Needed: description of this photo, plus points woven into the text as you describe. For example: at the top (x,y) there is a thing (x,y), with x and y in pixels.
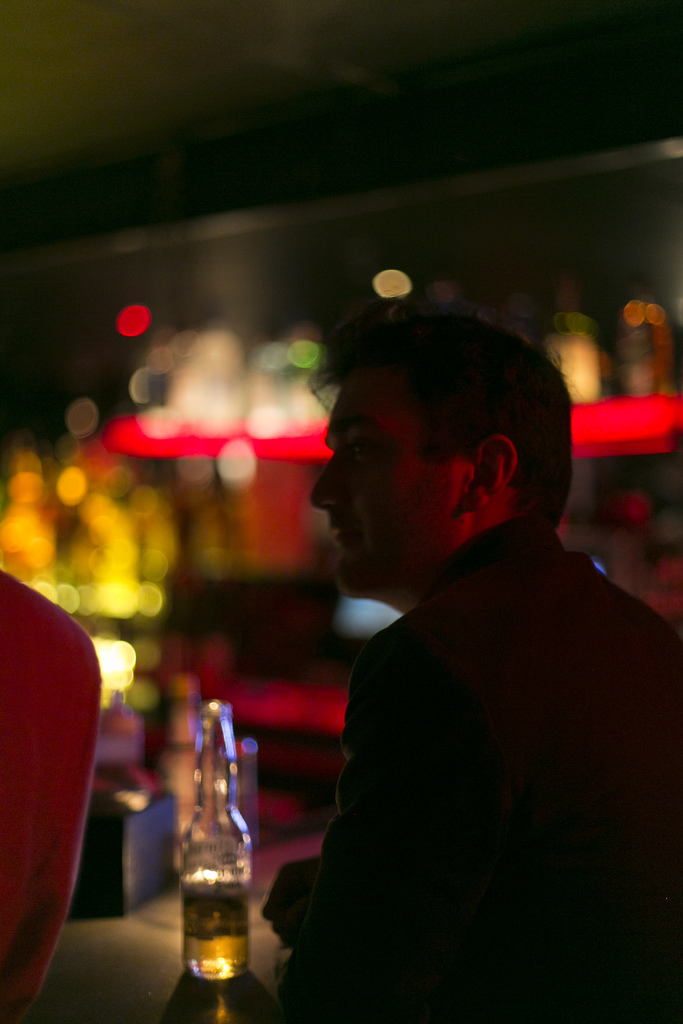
The background of the picture (634,437) is completely blur. Here we can see a bottle (216,969) in which there is a drink (221,951). At the right side of the picture (537,493) we can see a man (410,673) in black dress (489,864).
